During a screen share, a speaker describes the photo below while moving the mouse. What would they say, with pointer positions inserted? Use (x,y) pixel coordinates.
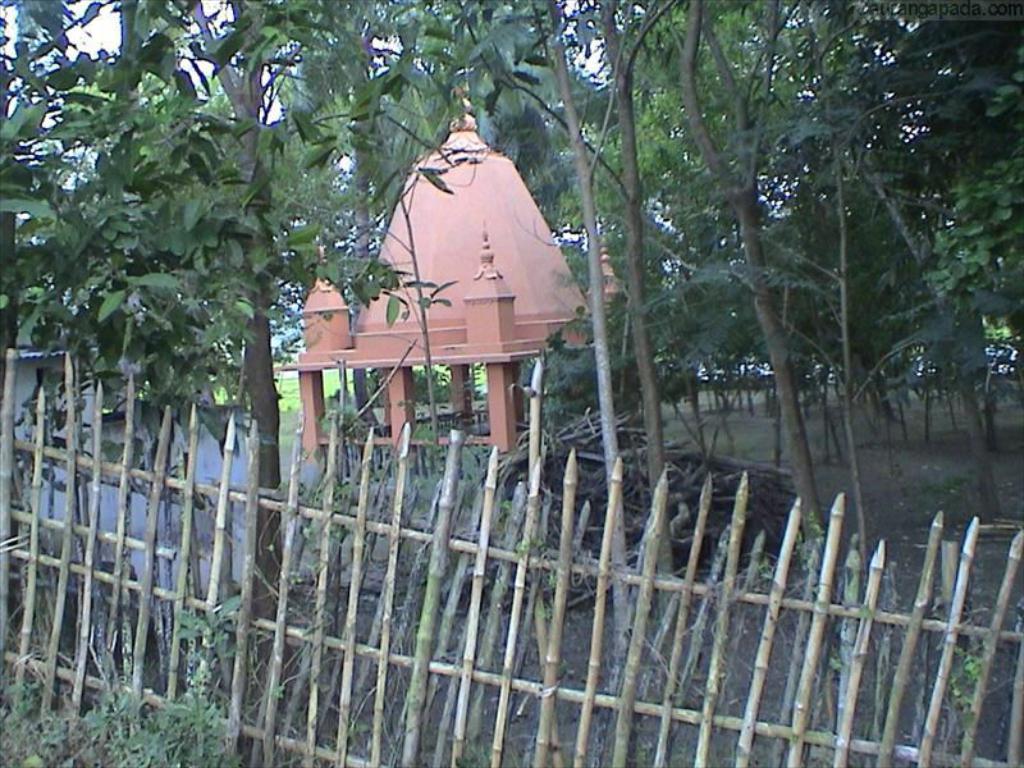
In this image there is a wooden railing (124,491), in the background (365,427) there are trees (574,378) and a shelter (469,227).
